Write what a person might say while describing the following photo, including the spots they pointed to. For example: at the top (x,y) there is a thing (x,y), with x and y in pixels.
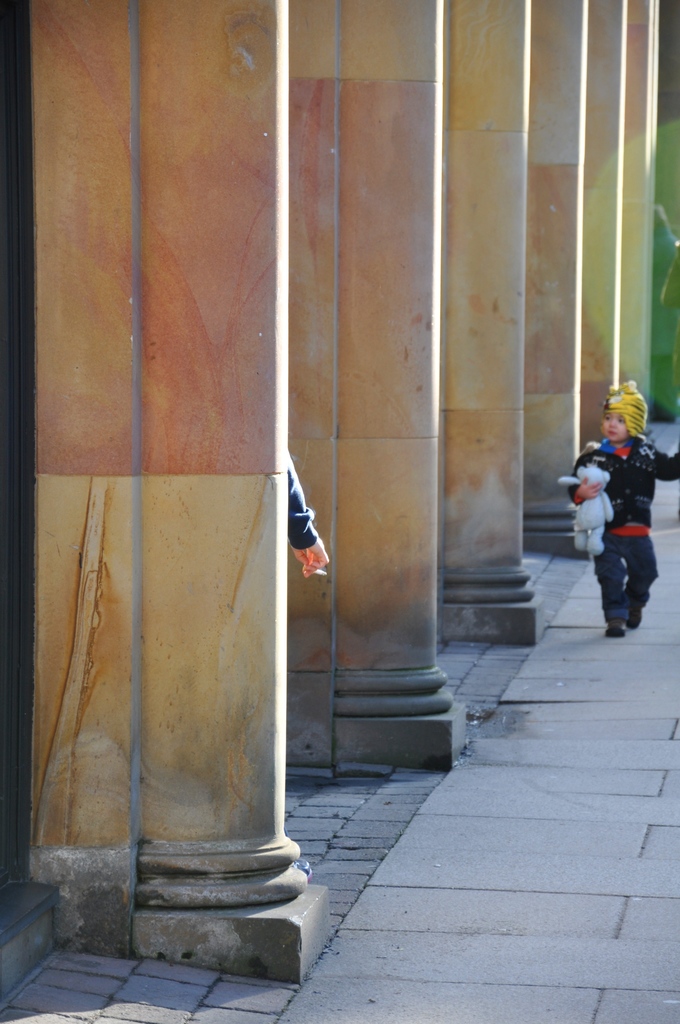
In this image I can see the person (613,590) wearing the black, red, blue and grey color dress (607,541) and holding the toy (595,521). To the side of the person (610,601) I can see many pillars (406,583) and one more persons hand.
